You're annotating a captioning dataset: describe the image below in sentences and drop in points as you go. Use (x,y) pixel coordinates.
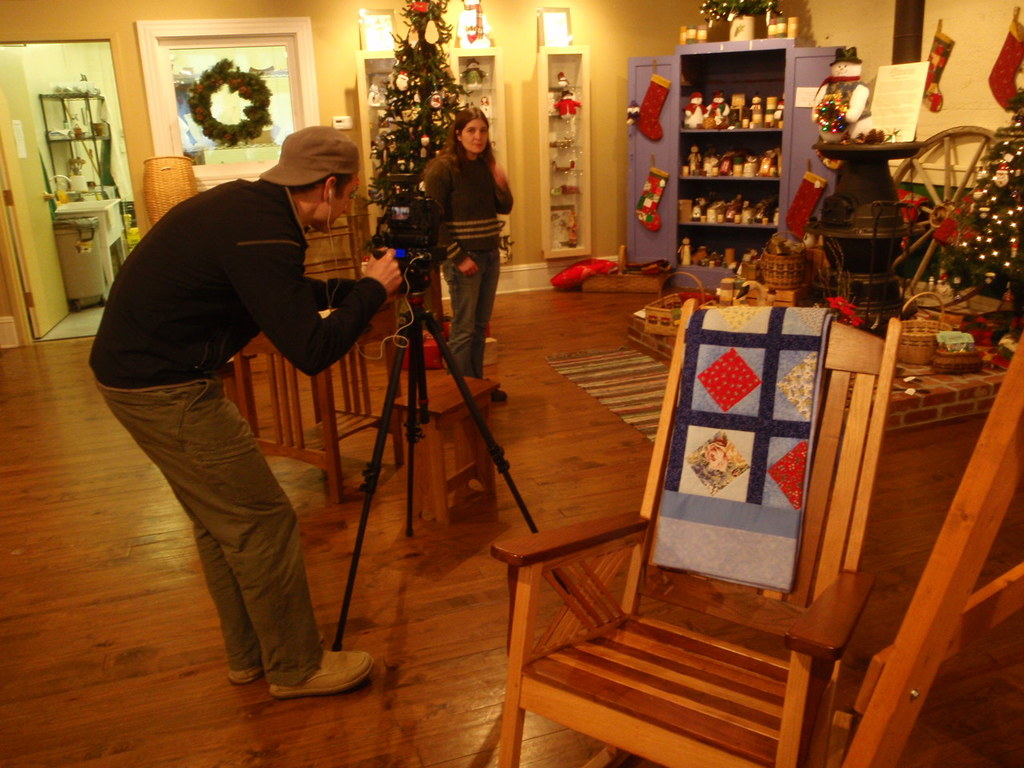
As we can see in the image there is a wall (602,181), rack (702,61), two people (478,186) standing over here, a camera (437,207) and a chair (656,472).
